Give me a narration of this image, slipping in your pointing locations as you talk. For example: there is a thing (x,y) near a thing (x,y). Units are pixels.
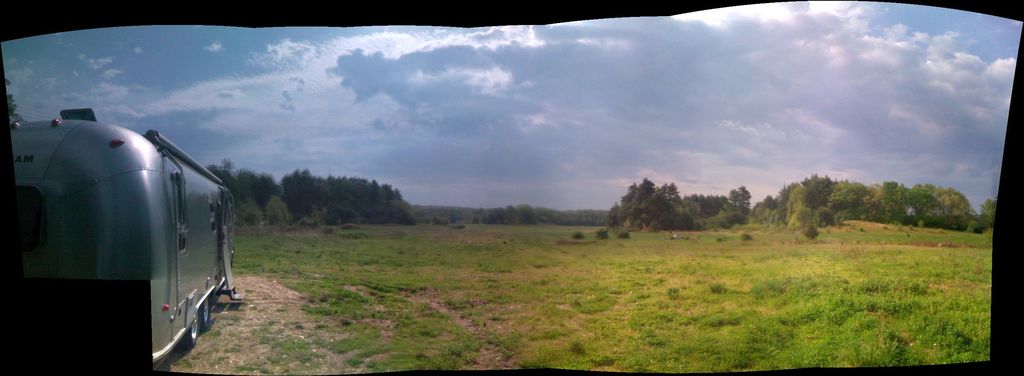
In this image we can see a vehicle (88,218) on the left side (87,219). On the ground (581,324) there is grass (582,251). In the back (513,213) there are trees (865,217) and there is sky (685,78) with clouds (433,78).
